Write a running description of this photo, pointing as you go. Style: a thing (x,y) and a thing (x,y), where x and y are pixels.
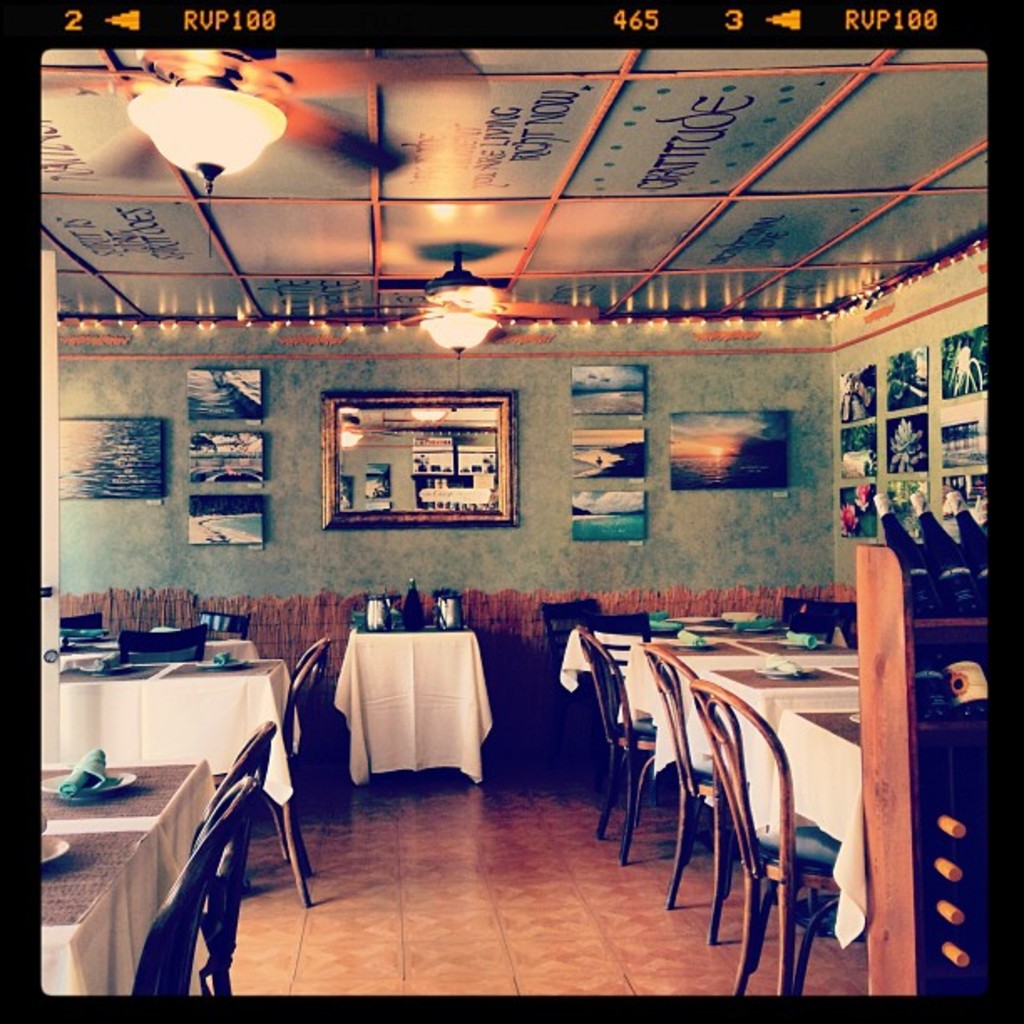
In this image I can see inside view of a room (489,731). I can also see number of chairs (653,670) and number of tables (189,675) on the right (826,720), on the left (324,642) and in the centre of this image (351,680). On these tables (450,674) I can see white colour table cloths (204,693), few plates (47,847) and few other things (130,839). In the centre of this image (496,524) I can see number of frames (905,520) on the wall (425,362) and on the top side of this image (197,110) I can see few lights (211,100) on the ceiling (46,68). I can also see few bottles (958,601) on the right side (922,565) and on the top side of this image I can see something is written.
